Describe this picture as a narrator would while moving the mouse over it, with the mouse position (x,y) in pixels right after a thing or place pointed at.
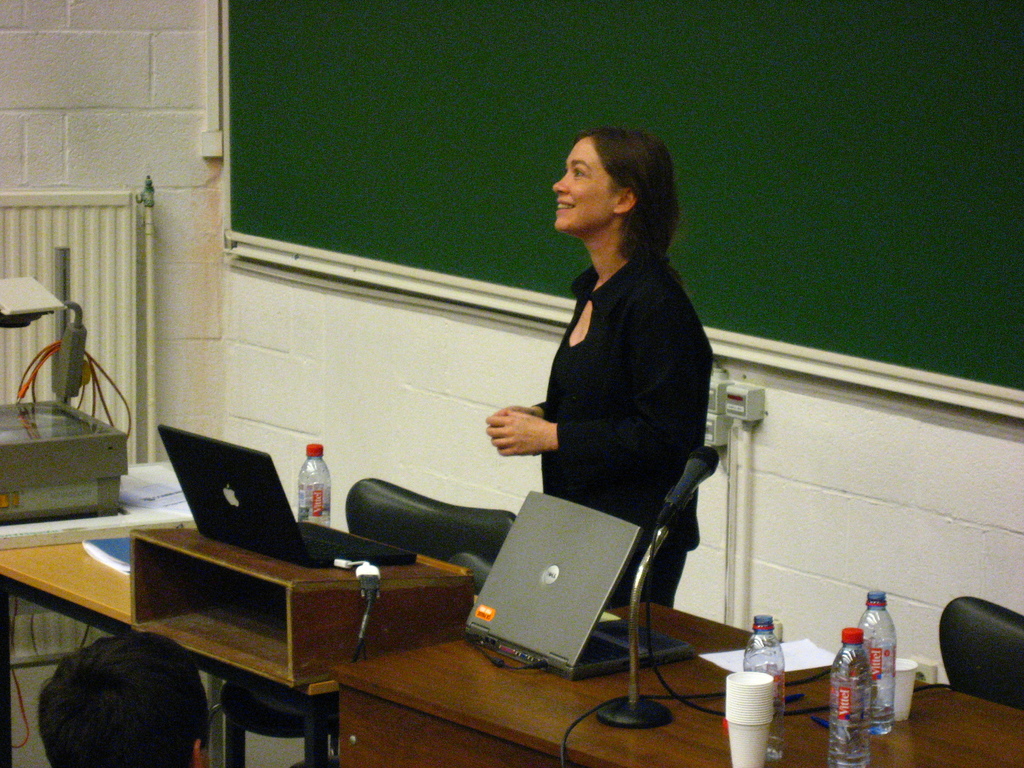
There is a woman (571,333) standing behind the table (394,658) and smiling. There are laptops (596,538), bottles (761,666), microphone (706,461), wires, cups (736,678) and book (100,555) on the table (424,673). There is black board (699,100) at the back of the women (697,338), there is a person (134,683) sitting opposite to the women (647,355).
